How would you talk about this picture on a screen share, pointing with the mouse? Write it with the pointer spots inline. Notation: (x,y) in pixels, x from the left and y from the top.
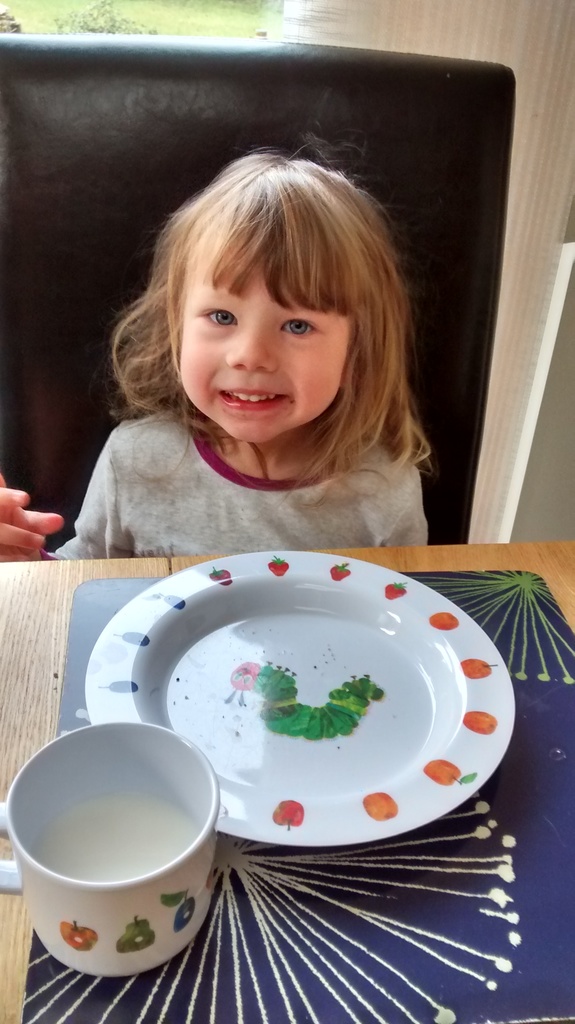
In this picture a kid (285,504) is sitting in front of a table (126,597), she is smiling there is a plate (244,594) on the table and a cup (150,907), there is also milk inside the cup (154,934), in the background (23,289) there is a black color chair (168,83) and a window (144,27).
